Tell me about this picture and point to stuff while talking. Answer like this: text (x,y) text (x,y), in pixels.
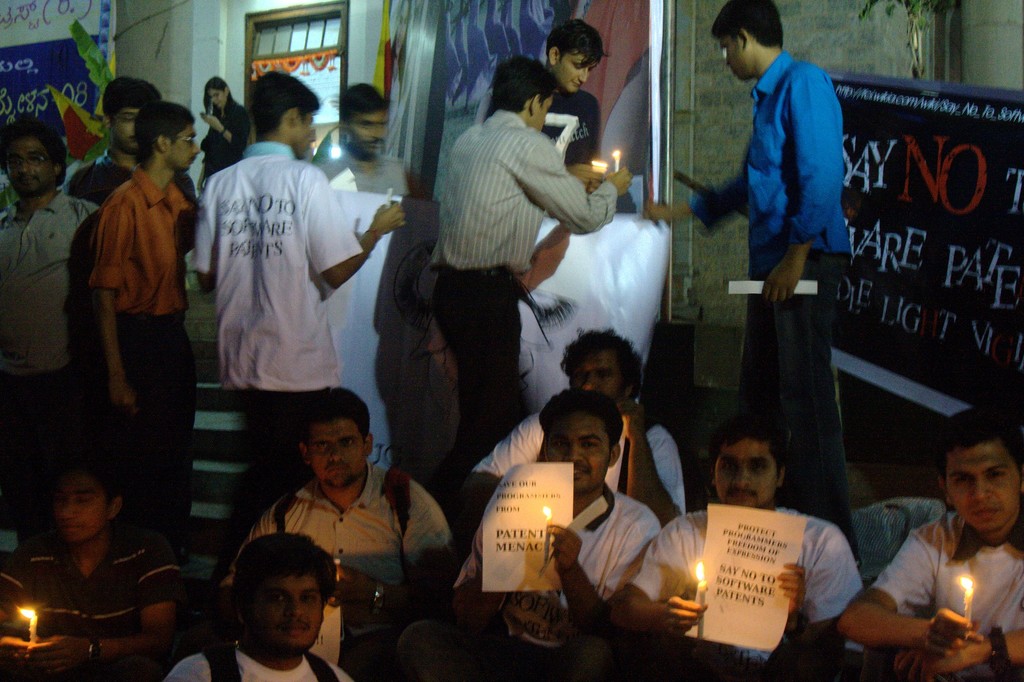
In this image there are few people (346,529) sitting on floor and holding candles (698,579) in their hand (792,580), in background (275,322) few people (325,291) standing and holding candles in their hand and there is a wall (858,67).
